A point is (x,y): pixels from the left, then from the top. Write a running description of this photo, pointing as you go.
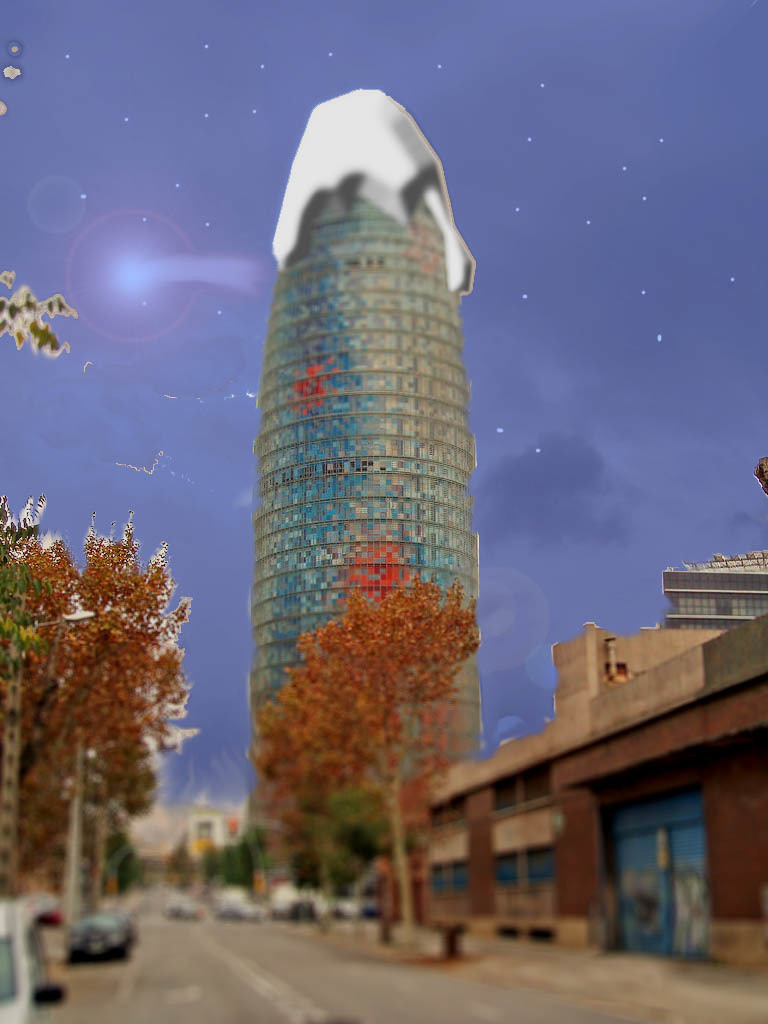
In this image we can see an edited image. There are vehicles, building (377,515) and trees (28,848) in this image. At the top (364,34) we can see the sky (144,263) and stars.
